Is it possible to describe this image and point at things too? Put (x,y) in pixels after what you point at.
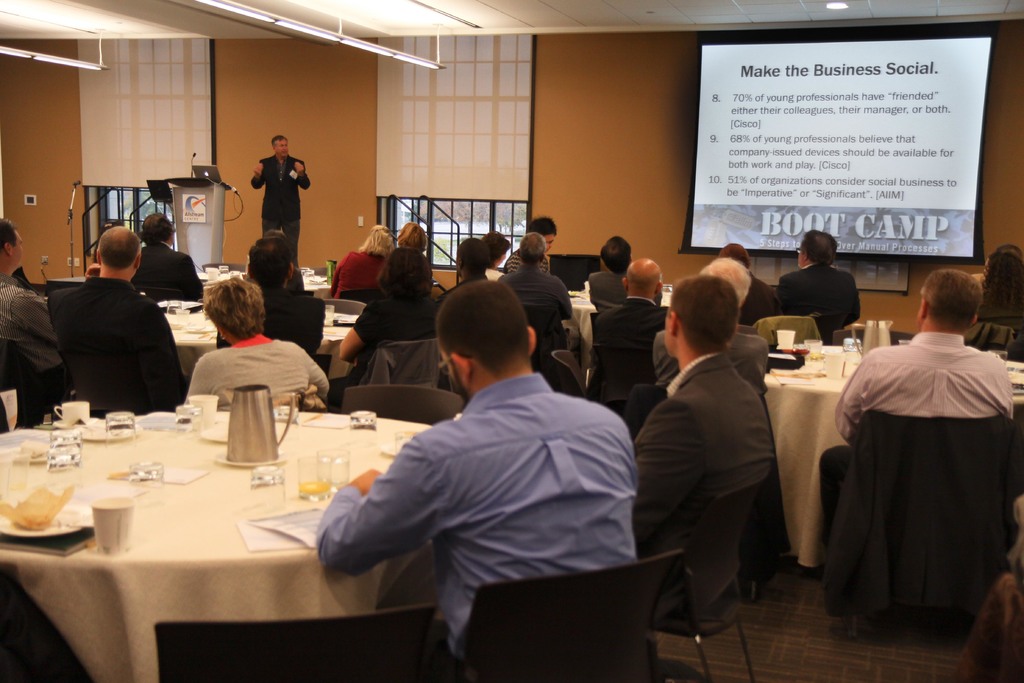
There are many people (443,296) sitting on chairs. There is a table (169,528). A kettle (253,431), glass (147,473), plate (78,526), paper (295,521) and cup (83,410) are over there on the table (197,503). And there is a person (279,191) standing in the background (264,199). And a podium (193,207) is over there. On the wall (552,155) there are window (392,106). And a screen (908,117) is there on the wall (257,199).
